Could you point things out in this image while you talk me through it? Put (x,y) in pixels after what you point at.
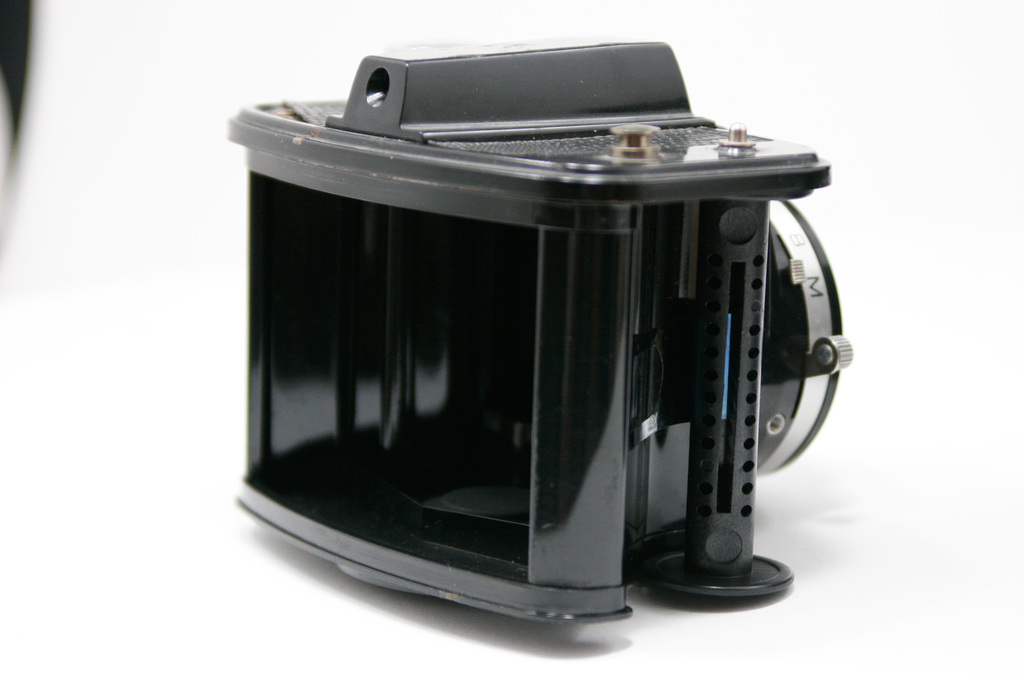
In this image I can see a black color object (543,373) on a white color surface (244,525). The background of the image (810,105) is white in color.
